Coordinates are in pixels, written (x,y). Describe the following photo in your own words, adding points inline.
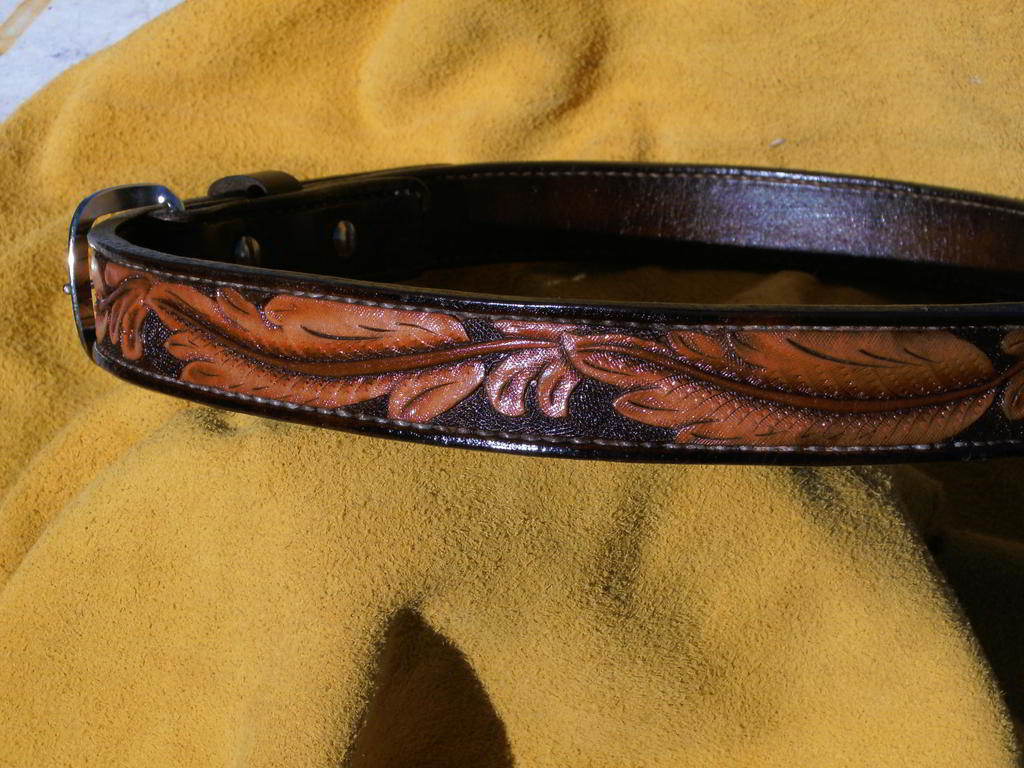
In the picture we can see a belt (255,383) with some designs (297,390) on it, and it is placed on the cloth (590,498) which is yellow in color.
